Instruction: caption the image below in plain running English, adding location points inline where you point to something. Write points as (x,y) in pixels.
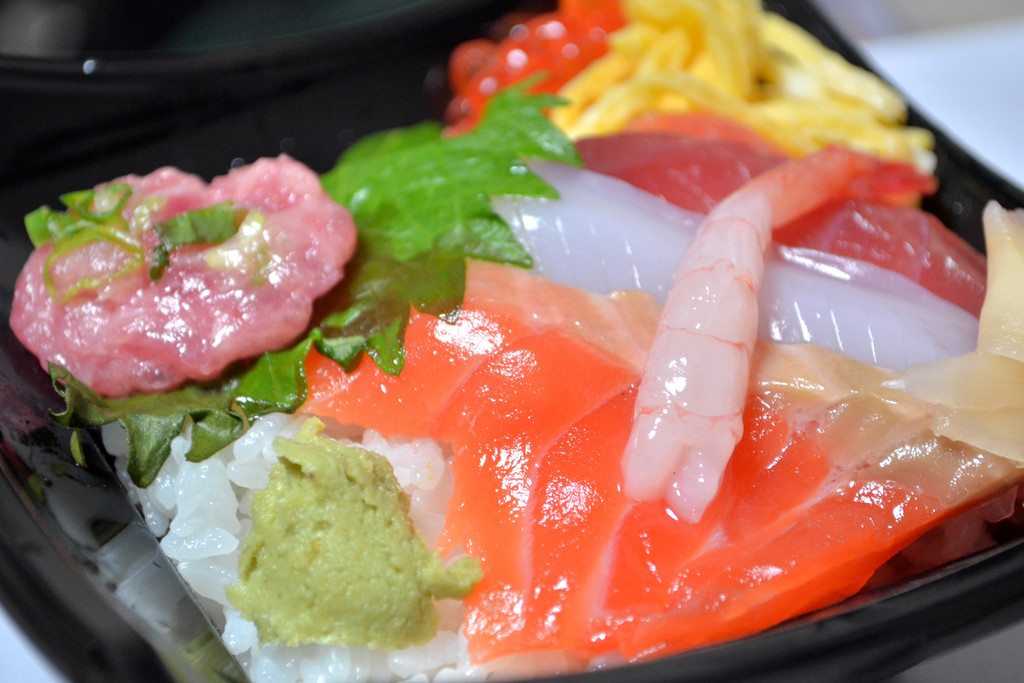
It is a zoomed in picture of food item (796,492) present in the black color plate (922,600) which is on the white surface (929,99).
